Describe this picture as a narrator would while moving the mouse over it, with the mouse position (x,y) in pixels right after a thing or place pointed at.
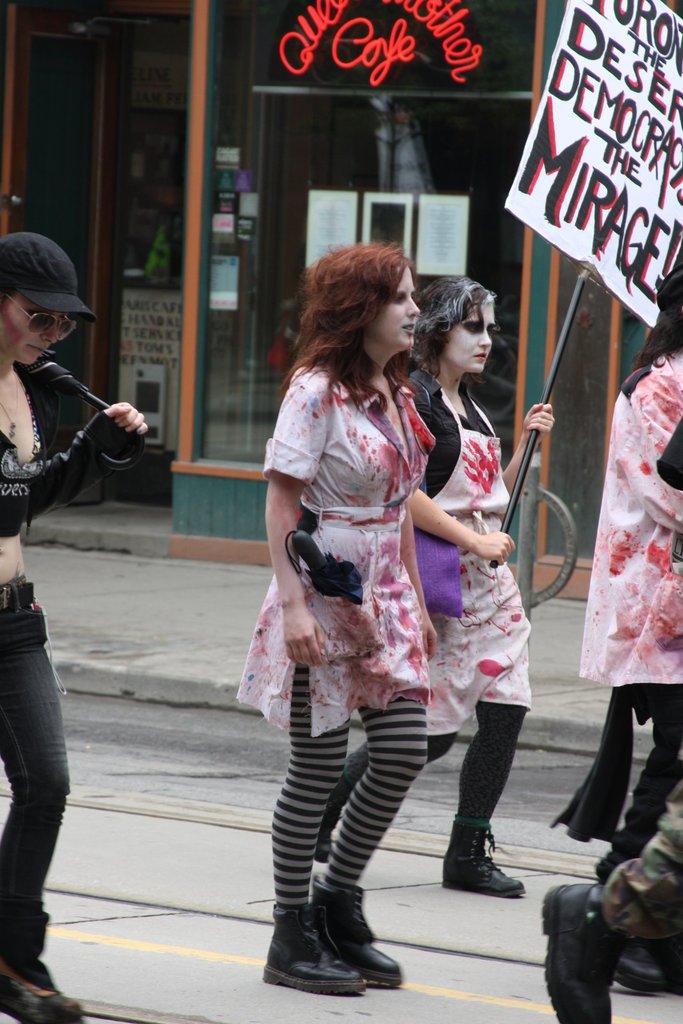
In this picture we can see three persons (464,568) walking here, a woman (15,440) on the left side (8,431) wore a cap (51,303), this woman (41,301) is holding a microphone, in the background (408,160) there is a glass (381,142), we can see some papers (451,240) pasted on the glass (280,215).
